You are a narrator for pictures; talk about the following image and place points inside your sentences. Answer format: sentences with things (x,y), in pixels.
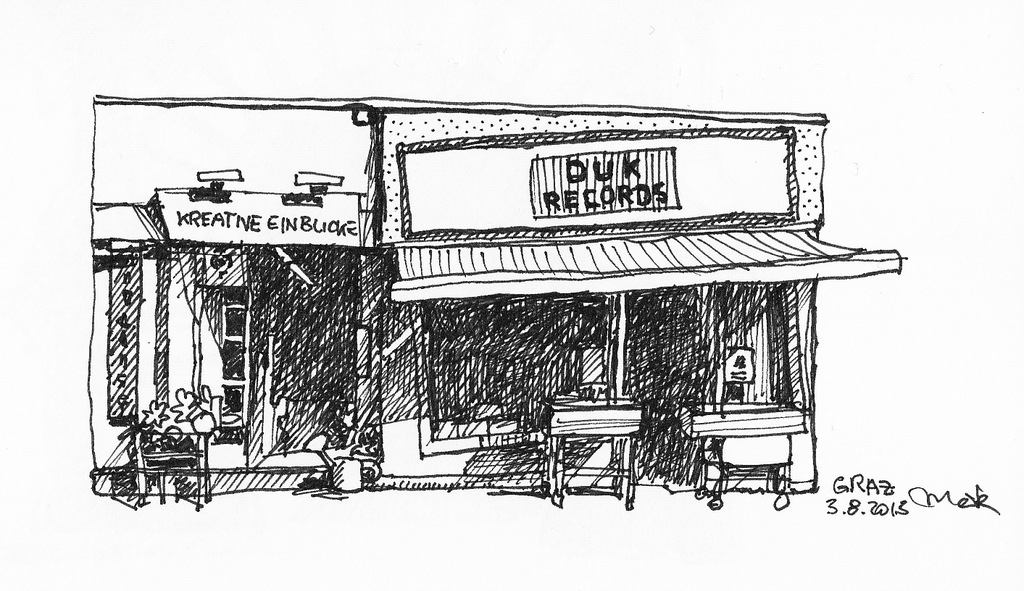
In the center of the image (420,347) we can see some drawing (386,414) of a building (388,376), tables (592,403) and a few other objects (591,387). And we can see some text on it.
